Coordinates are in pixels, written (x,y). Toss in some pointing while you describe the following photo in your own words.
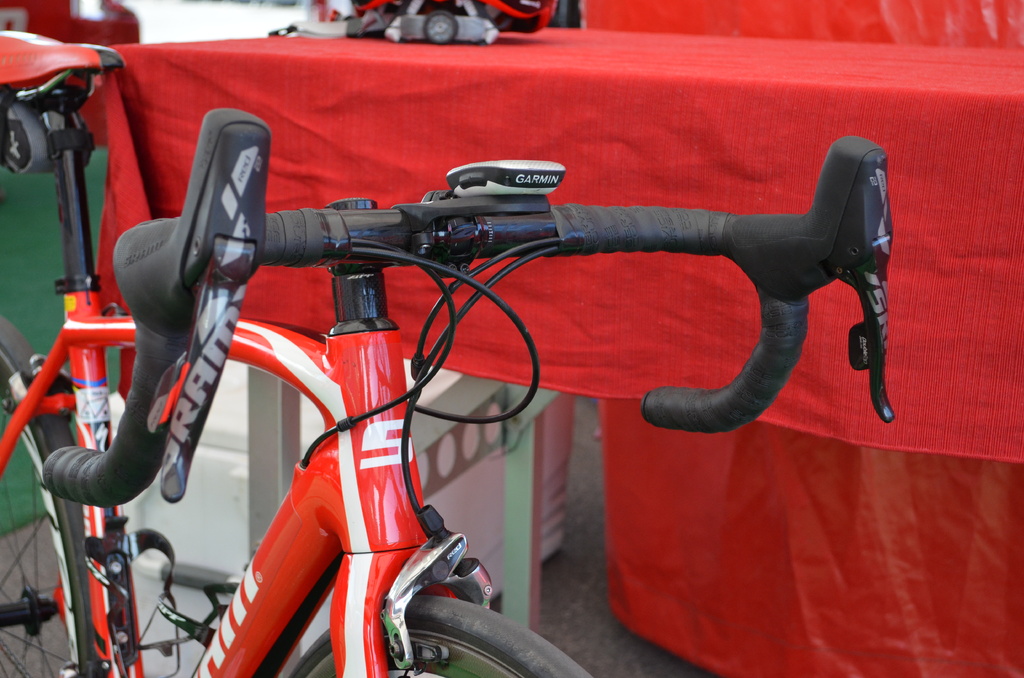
Here in this picture we can see a red colored bicycle (152,342) present on the ground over there and beside it we can see table (714,114) which is covered with red colored cloth (476,59) on it over there.
